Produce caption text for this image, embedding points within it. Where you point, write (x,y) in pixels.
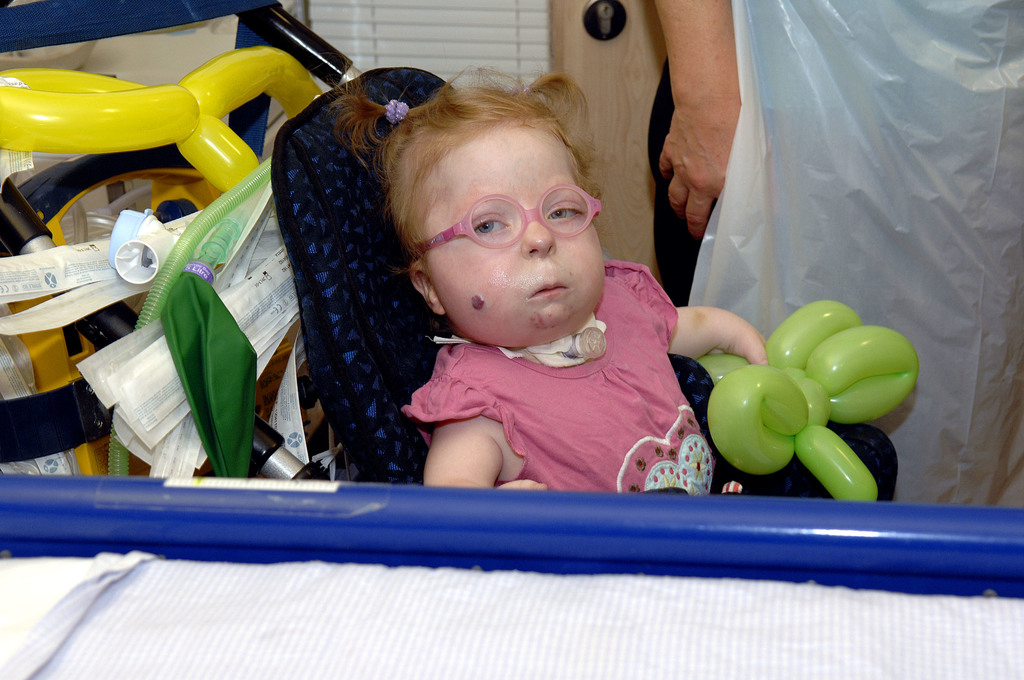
In this image there is a little girl (548,356) sat on the chair (705,378) and holding balloons (772,386) in her hand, behind her few objects (149,259) placed and there is a person (738,182) standing beside the girl (625,324).
